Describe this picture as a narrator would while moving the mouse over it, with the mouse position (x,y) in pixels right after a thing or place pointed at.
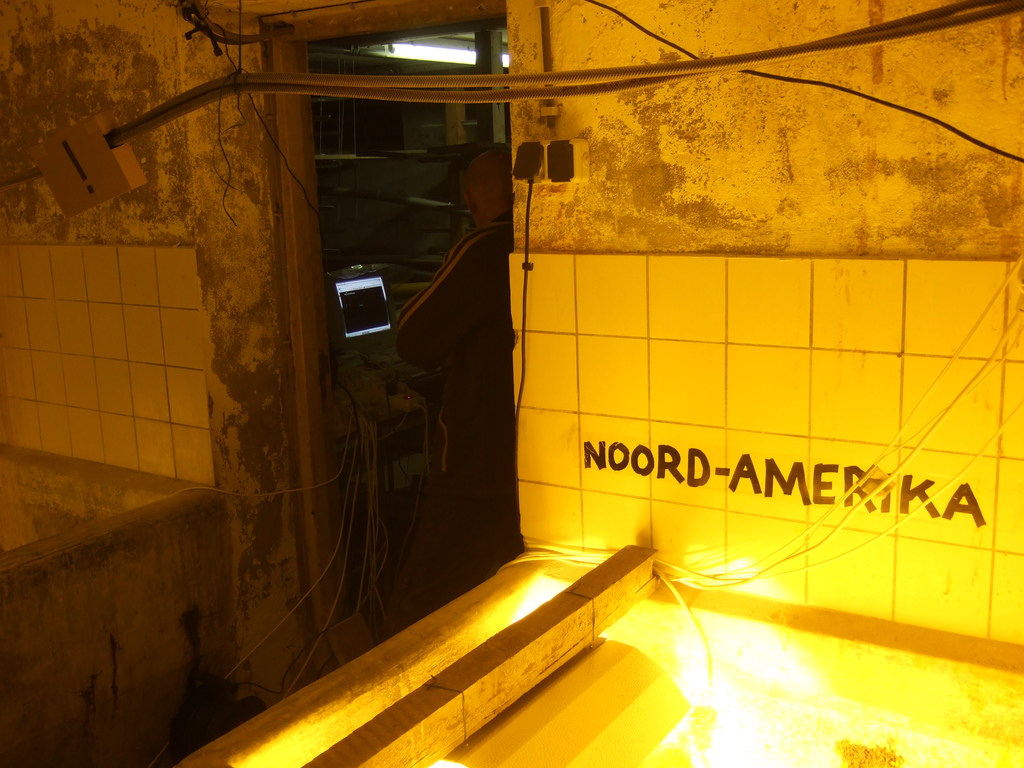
In the center of the image (365,333) there is a computer (359,303) and person (435,442) standing at the door (435,22). On the right side of the image (926,136) there is a wire (995,15), wall (709,378) and lights (744,668).
